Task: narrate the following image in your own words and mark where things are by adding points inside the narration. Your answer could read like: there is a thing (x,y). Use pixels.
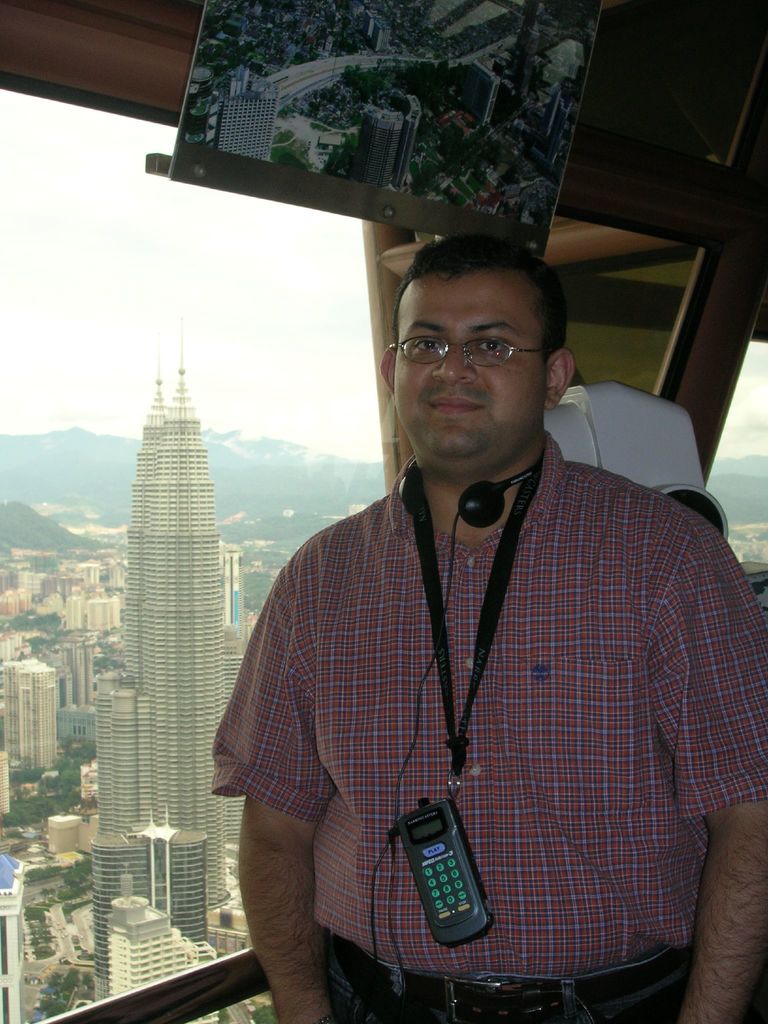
In the center of the image (457,632) we can see a person (526,892) is standing and he is smiling and he is wearing some objects (477,668). In the background (22,391), we can see glass (175,373), one board (519,235) and one white color object (577,437). On the board (348,166), we can see buildings (368,169) and trees (339,177). Through the glass (141,426), we can see the sky (143,273), hills (83,495), buildings (223,616) and trees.
